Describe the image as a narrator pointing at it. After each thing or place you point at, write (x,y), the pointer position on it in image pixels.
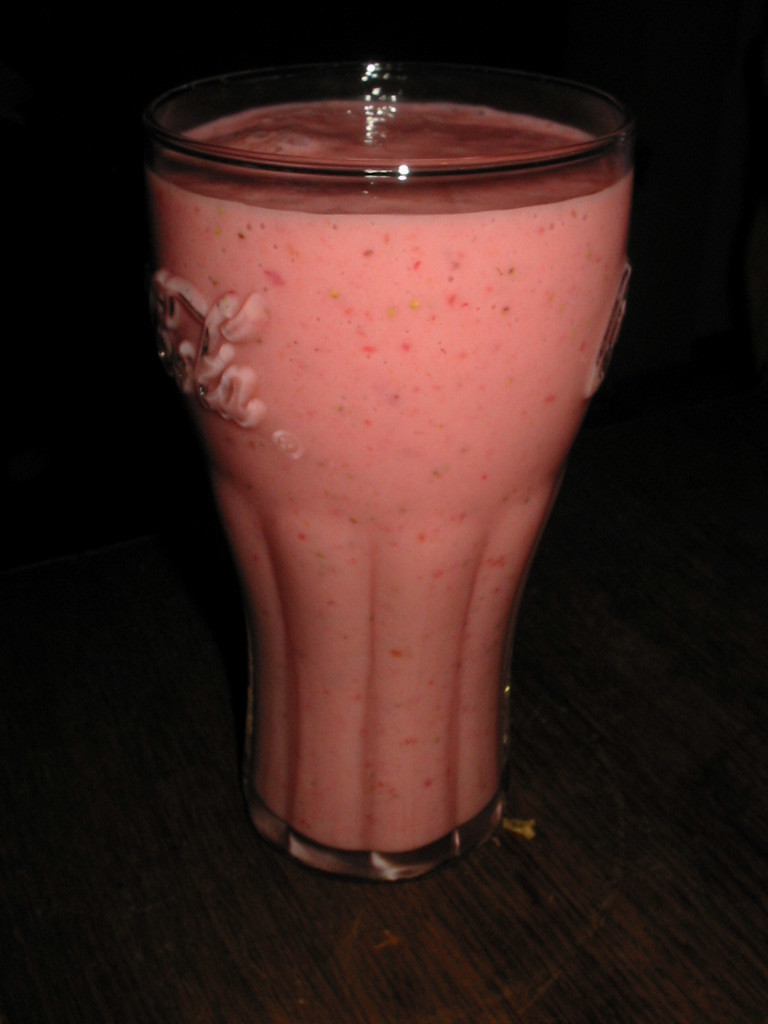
In this image we can see a glass (380,437) filled with a liquid substance (430,244) which is placed on the wooden surface (294,880).
